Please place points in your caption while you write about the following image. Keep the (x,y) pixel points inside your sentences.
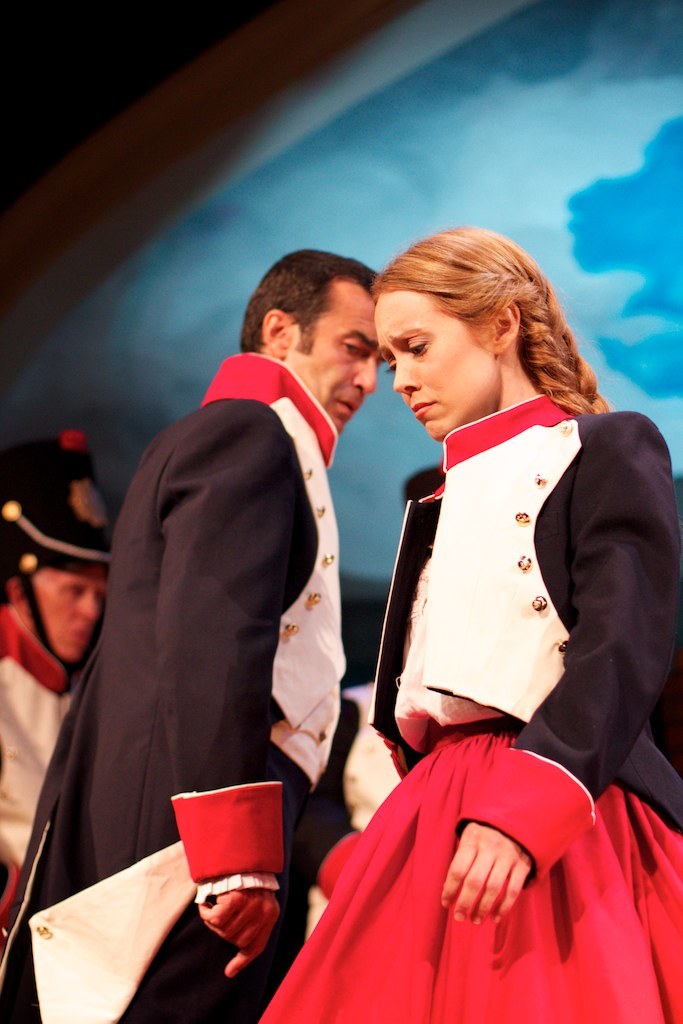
In this image we can see a man (331,737) and a woman (464,681) standing. On the backside (13,787) we can see a person (3,526) standing.
